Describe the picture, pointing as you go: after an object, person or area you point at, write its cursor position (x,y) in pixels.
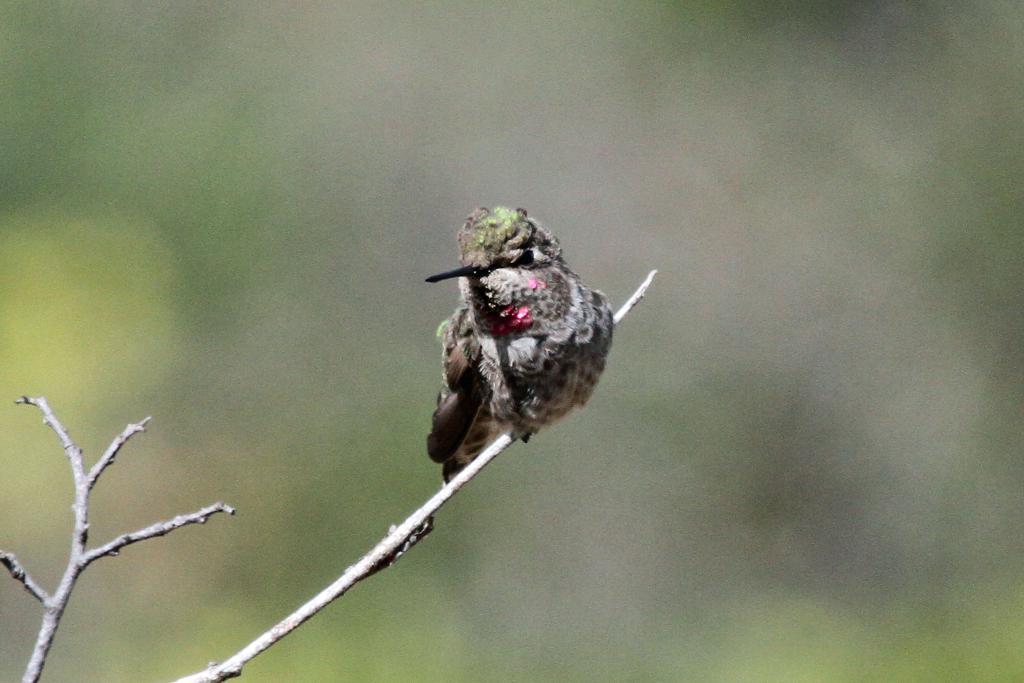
In this image we can see a bird (569,318) on the tree branch (415,520). The background of the image (504,590) is so blurred.
